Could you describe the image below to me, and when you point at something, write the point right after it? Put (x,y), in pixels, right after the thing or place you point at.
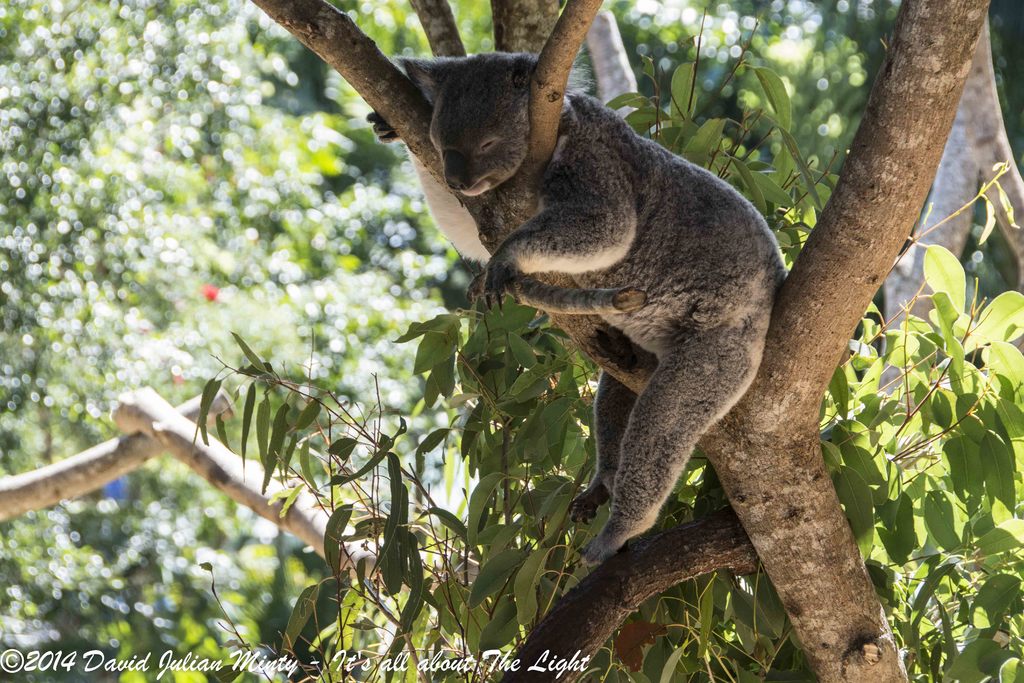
In this image we can see an animal (690,410) on the tree (600,341). In the background (352,386) there are trees (922,313). At the bottom (206,667) there is text (330,668).
